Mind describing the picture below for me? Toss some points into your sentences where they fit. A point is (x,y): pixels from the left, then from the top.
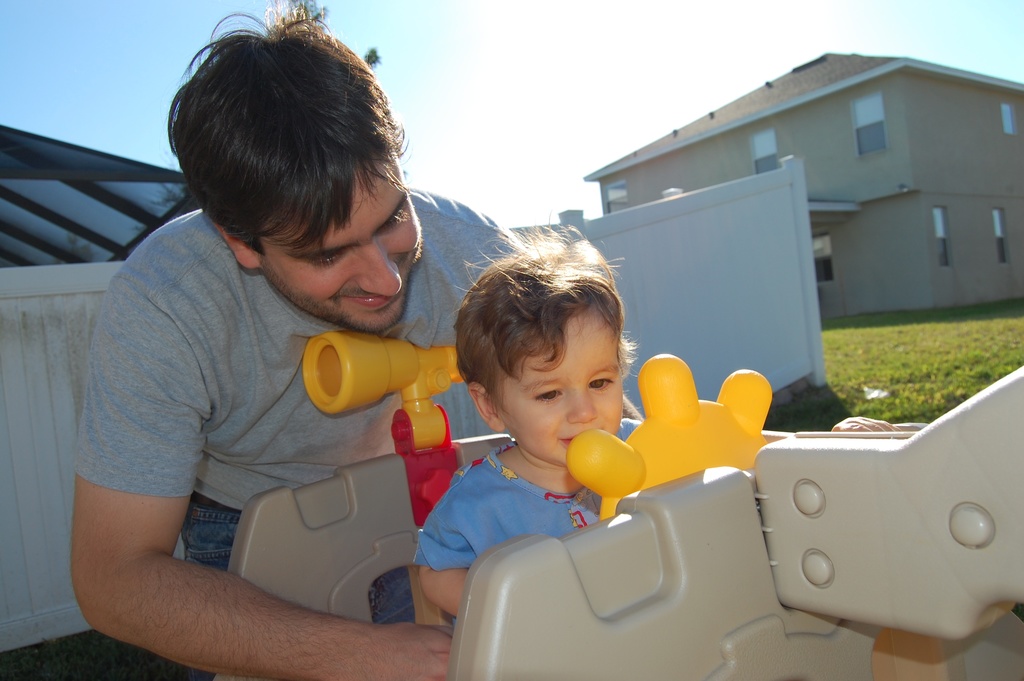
In this picture there is a kid (497,519) sitting in a toy vehicle (491,569), behind a vehicle (441,485) there's a man (189,124) smiling. We can see grass (871,358), wall (608,250), building (822,163) and black object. In the background of the image (661,77) we can see the sky (522,84).
